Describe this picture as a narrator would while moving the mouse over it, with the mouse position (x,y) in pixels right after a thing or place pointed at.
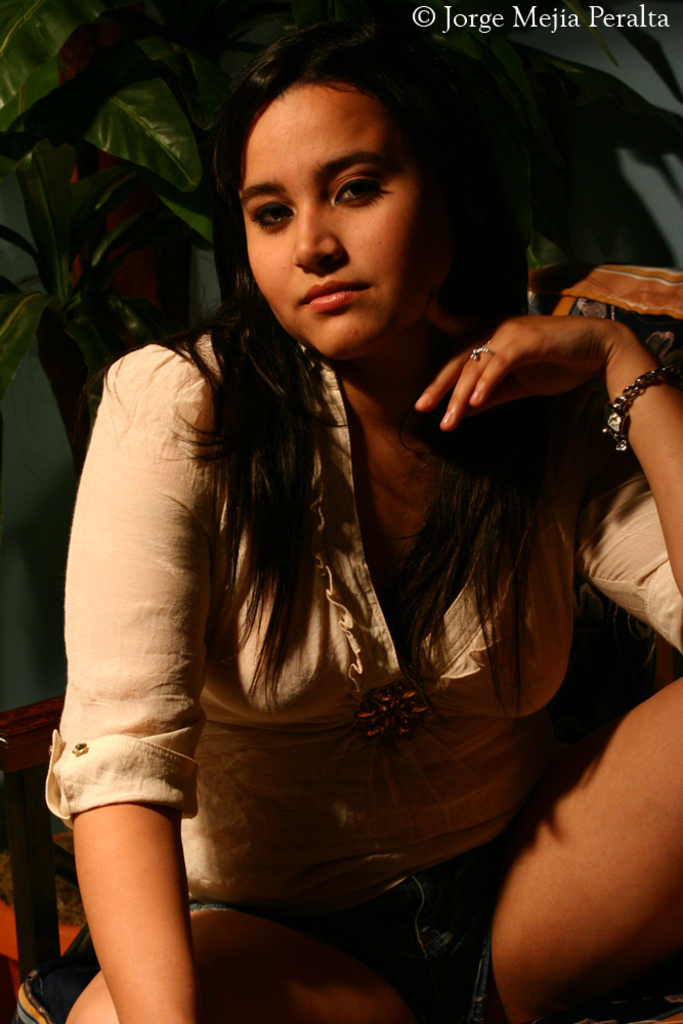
In this picture we can see a woman (375,499), leaves (100,357), some objects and at the top right corner of this picture (504,17) we can see watermark (621,18).
